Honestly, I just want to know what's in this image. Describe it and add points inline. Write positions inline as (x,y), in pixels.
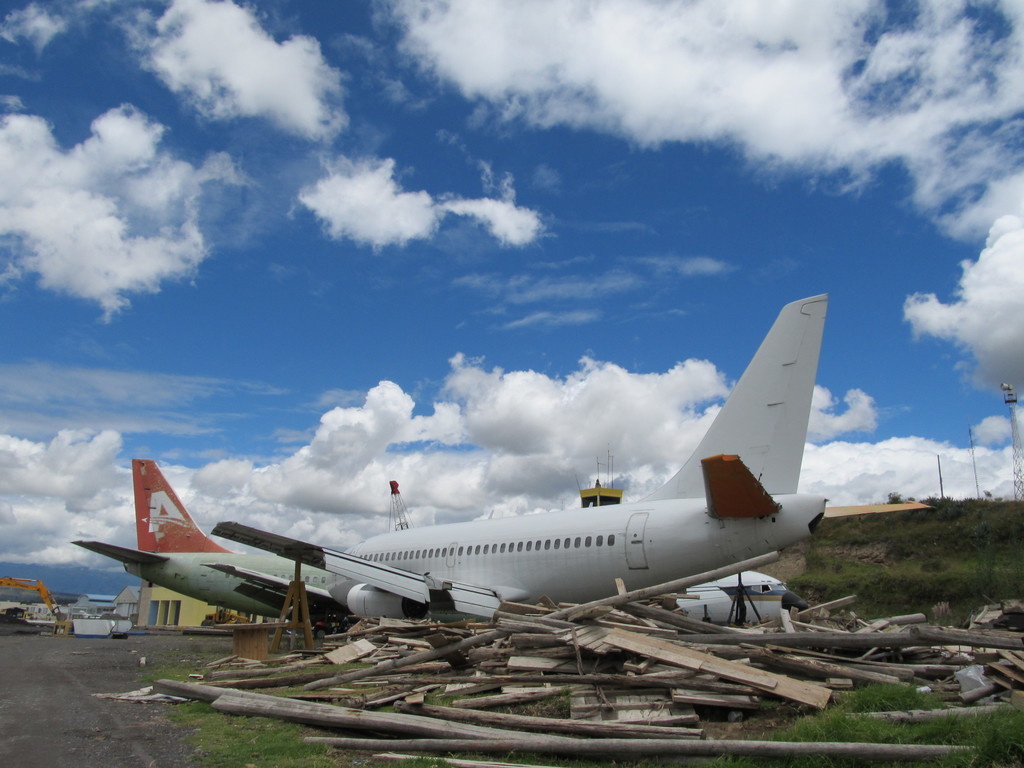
In this image there are three airplanes (405,574), in front of them there are a few wooden sticks (577,705) on the surface (220,750) of the grass (879,702). On the left side of the image (99,609) there are buildings (74,605) and a crane (46,588), on the right side of the image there is a tower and poles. In the background (409,297) there is the sky (281,314).
